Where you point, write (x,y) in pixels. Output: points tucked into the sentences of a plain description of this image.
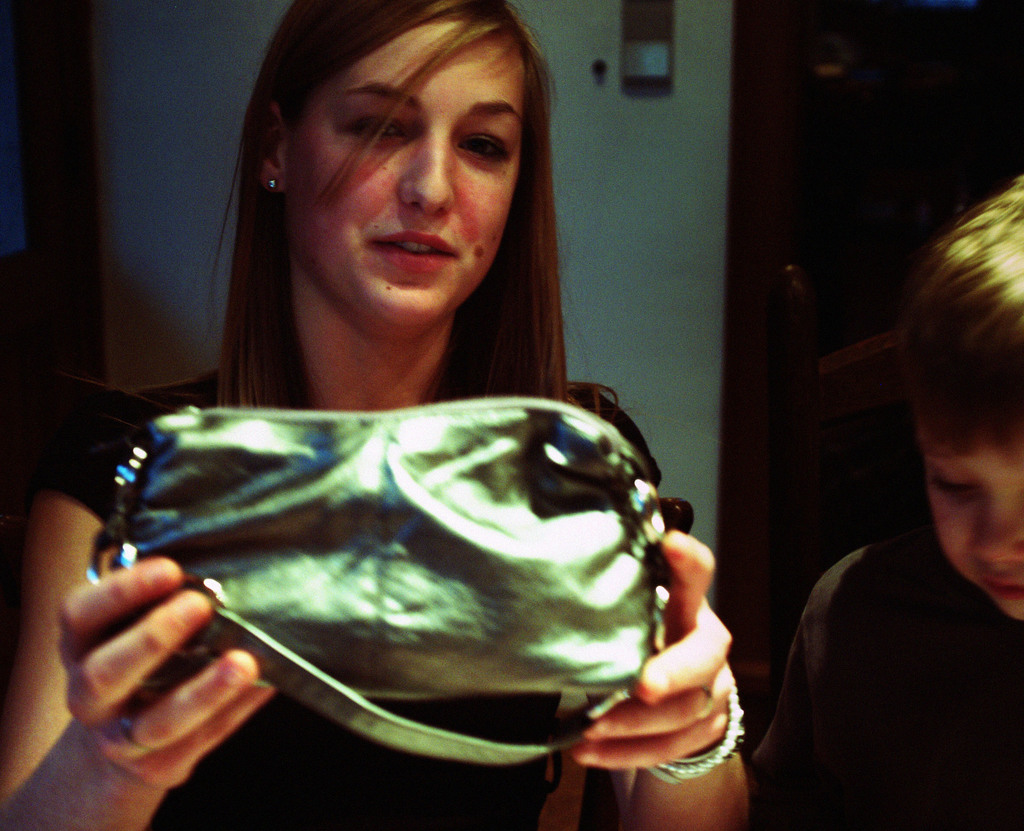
In this picture we can see a woman (504,97) sitting and holding a purse (585,413) in her hands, and at beside a boy (938,554) is sitting.
